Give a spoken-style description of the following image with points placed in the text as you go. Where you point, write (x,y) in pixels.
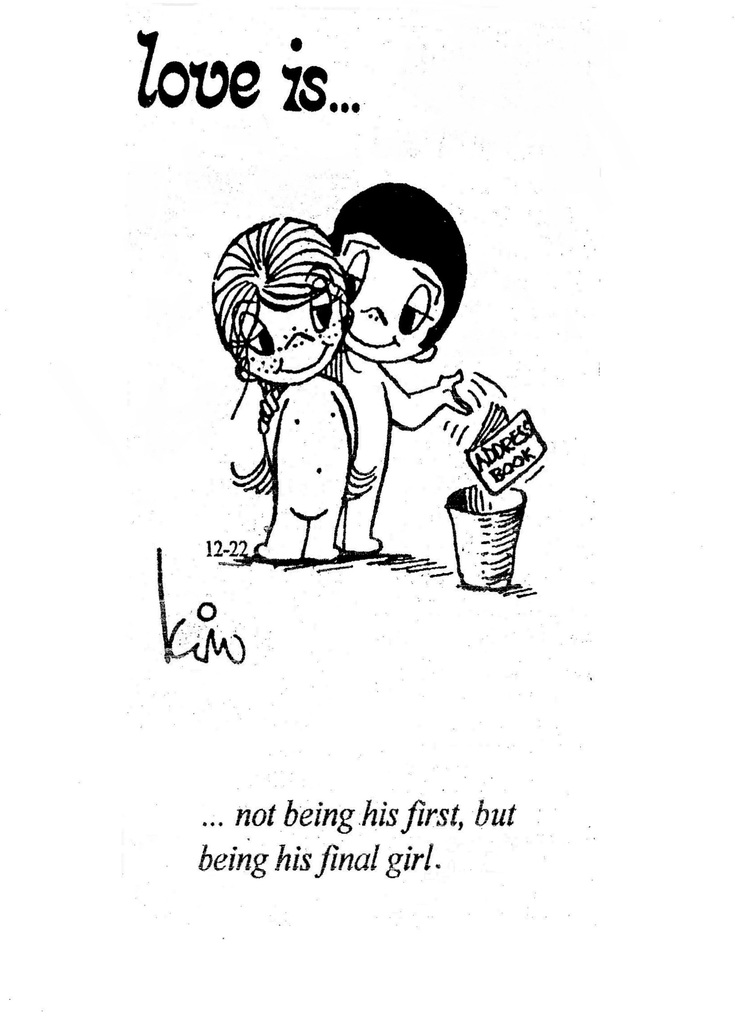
In this picture we can see some text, numbers (233,555) and two people (330,253). We can see a book (506,420) and a dustbin (471,565).
